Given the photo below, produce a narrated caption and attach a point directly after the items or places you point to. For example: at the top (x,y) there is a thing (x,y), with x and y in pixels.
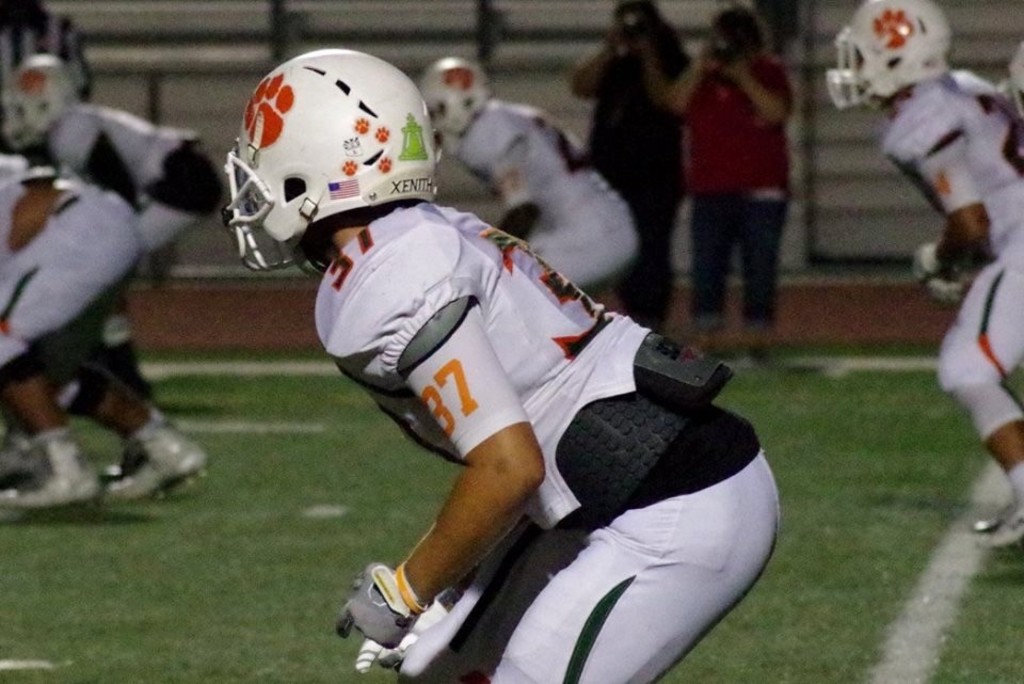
In this picture I can see group of people (583,330) standing with helmets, and in the background (656,259) there are two persons (757,181) standing and holding some objects (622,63).
